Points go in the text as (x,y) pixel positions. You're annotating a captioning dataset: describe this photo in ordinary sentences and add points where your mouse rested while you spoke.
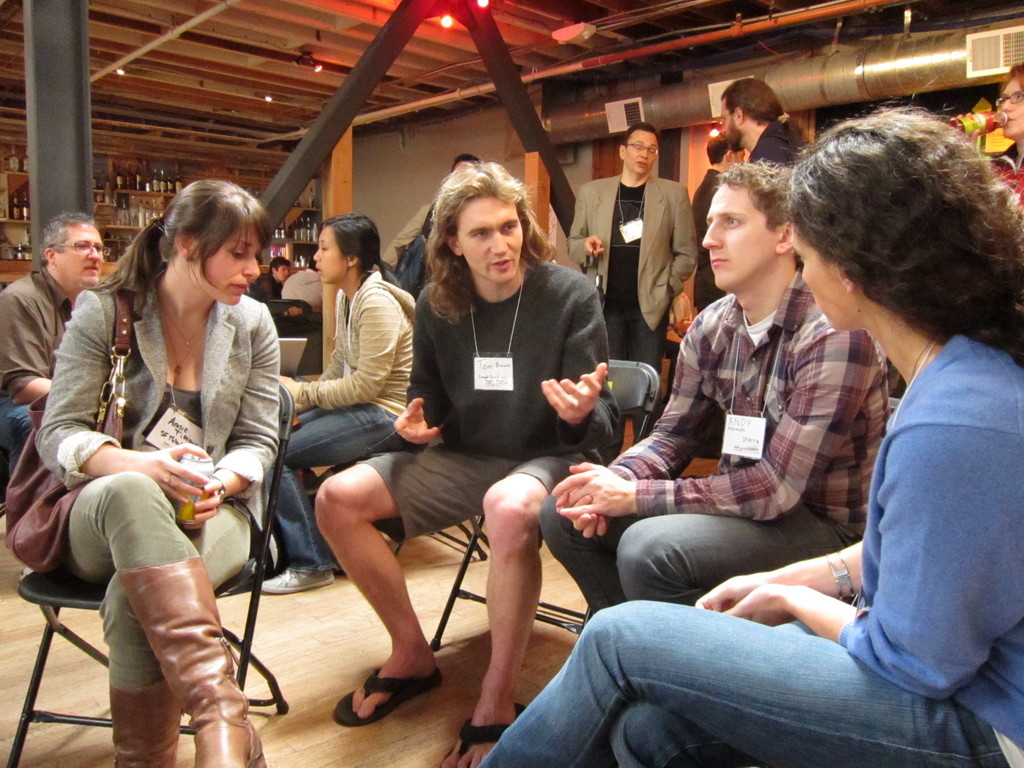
In this image we can see many persons (754,494) sitting on the chairs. In the background (188,167) we can see persons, bottles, shelves (159,202), pipes (925,56), air conditioner (997,65) and wall (398,172).
